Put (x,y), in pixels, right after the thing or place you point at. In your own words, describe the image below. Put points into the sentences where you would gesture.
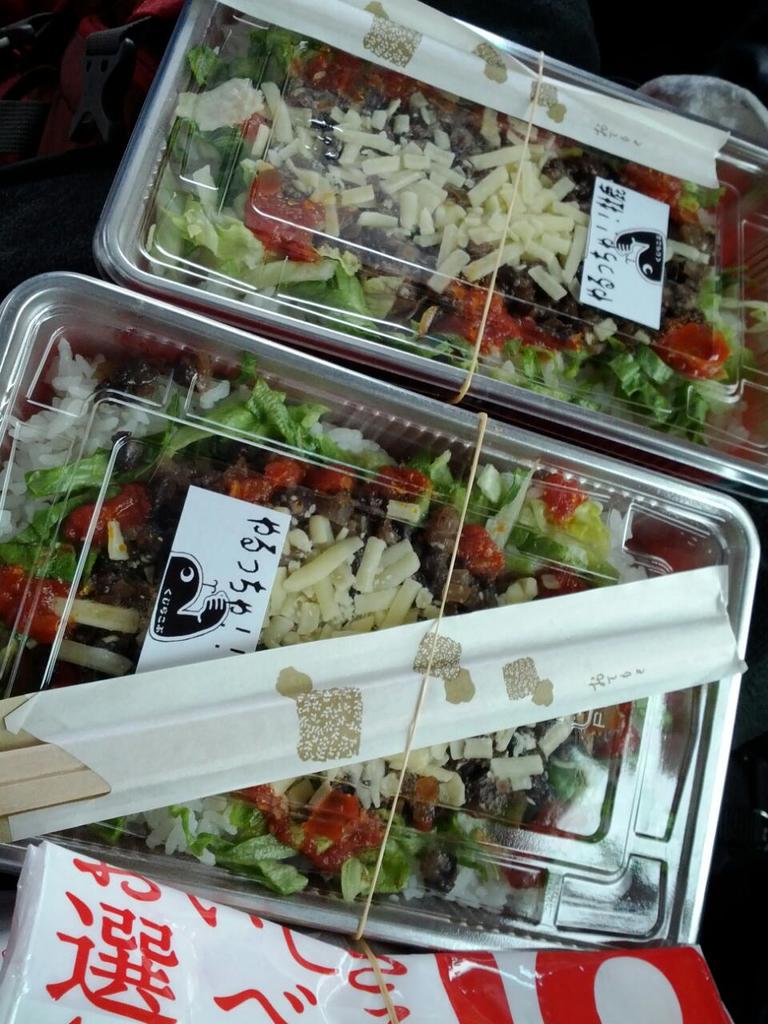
In this image I can see two plastic boxes (367,242) and few chopsticks (83,791). In the boxes (294,548) I can see food item (286,542) which is white, green, black, red and cream in color. I can see two stickers (585,267) attached to the boxes (154,409). I can see covers (207,971) which are white and red in color.
